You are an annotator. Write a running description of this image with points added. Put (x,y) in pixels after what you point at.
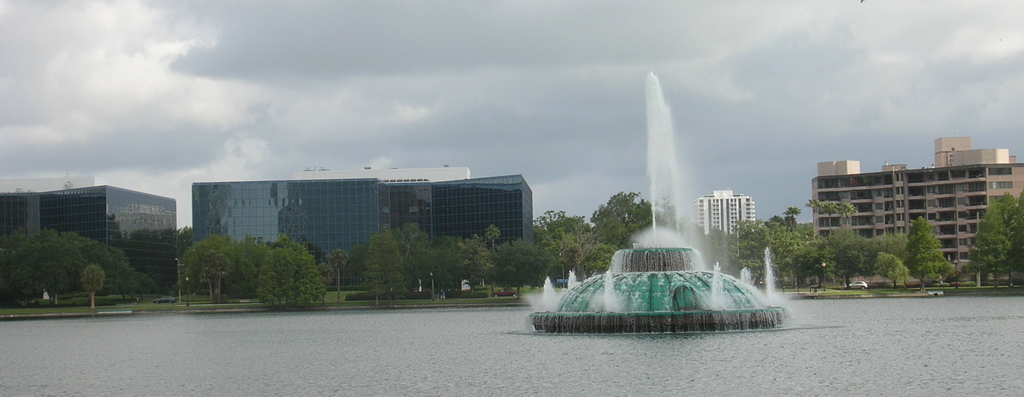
At the bottom of the picture (427,322), we see water (399,362) and this water (616,373) might be in the pond (833,375) or a lake (891,358). In the middle (664,151), we see a water fountain (679,241). Behind that, we see a red car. There are trees (247,239), buildings (735,220) and poles (176,258) in the background (722,231). On the right side (867,288), we see a white car (855,283) is moving on the road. At the top (416,123), we see the sky (180,105) and the clouds (180,105).
